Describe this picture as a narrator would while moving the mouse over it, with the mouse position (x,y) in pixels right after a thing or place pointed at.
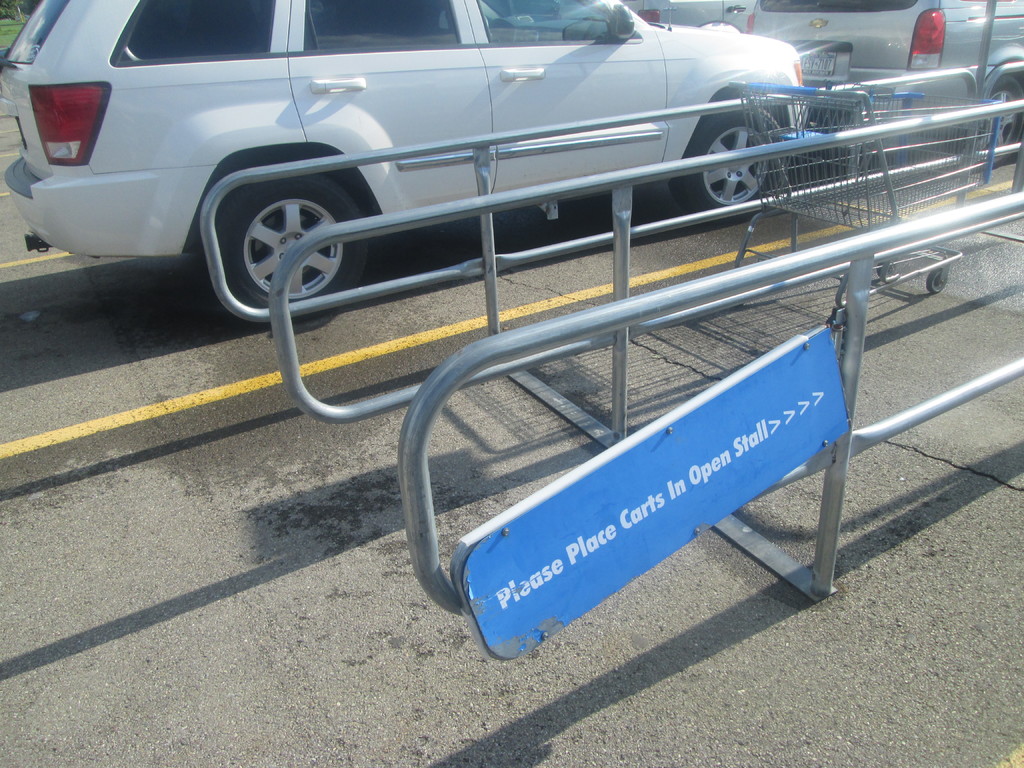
In this image there is a road (360,653). There are cars (81,49). There is iron stand (817,458). There is grass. There is a basket (841,207) on the right side (871,185).
